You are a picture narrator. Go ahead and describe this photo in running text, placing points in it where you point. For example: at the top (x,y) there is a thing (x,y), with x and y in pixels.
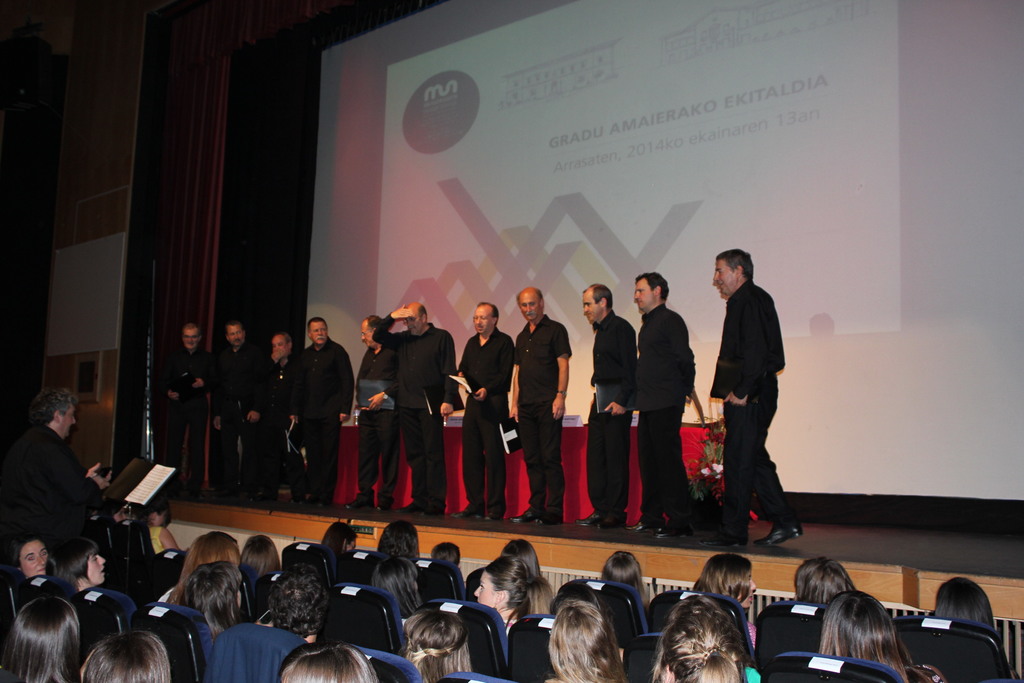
People (217,625) are sitting on the chairs (907,641). A person (31,445) is standing at the left (37,527) wearing a black dress (52,463). People (771,382) are standing on the stage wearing black dress (644,418) and holding books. There is a red table (584,452) behind them and there is a projector display (706,268) at the back (720,332).
